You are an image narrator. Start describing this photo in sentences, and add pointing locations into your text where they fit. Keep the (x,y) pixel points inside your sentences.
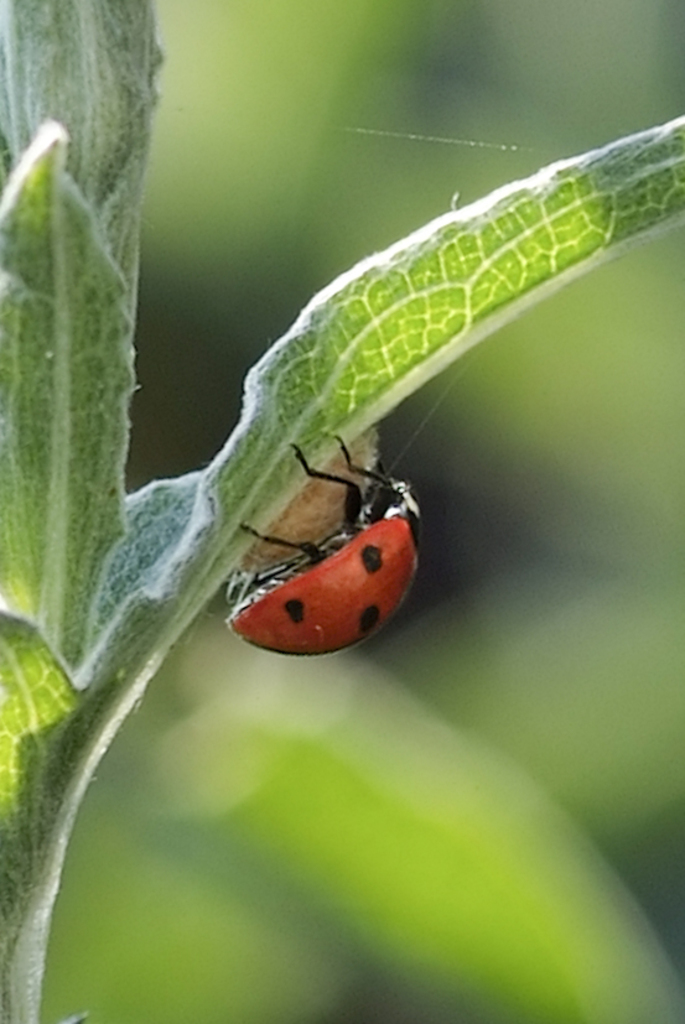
In this image I can see few green color leaves (84,479) and on it I can see a bug (405,501). I can also see this image is blurry in the background (377,758).
